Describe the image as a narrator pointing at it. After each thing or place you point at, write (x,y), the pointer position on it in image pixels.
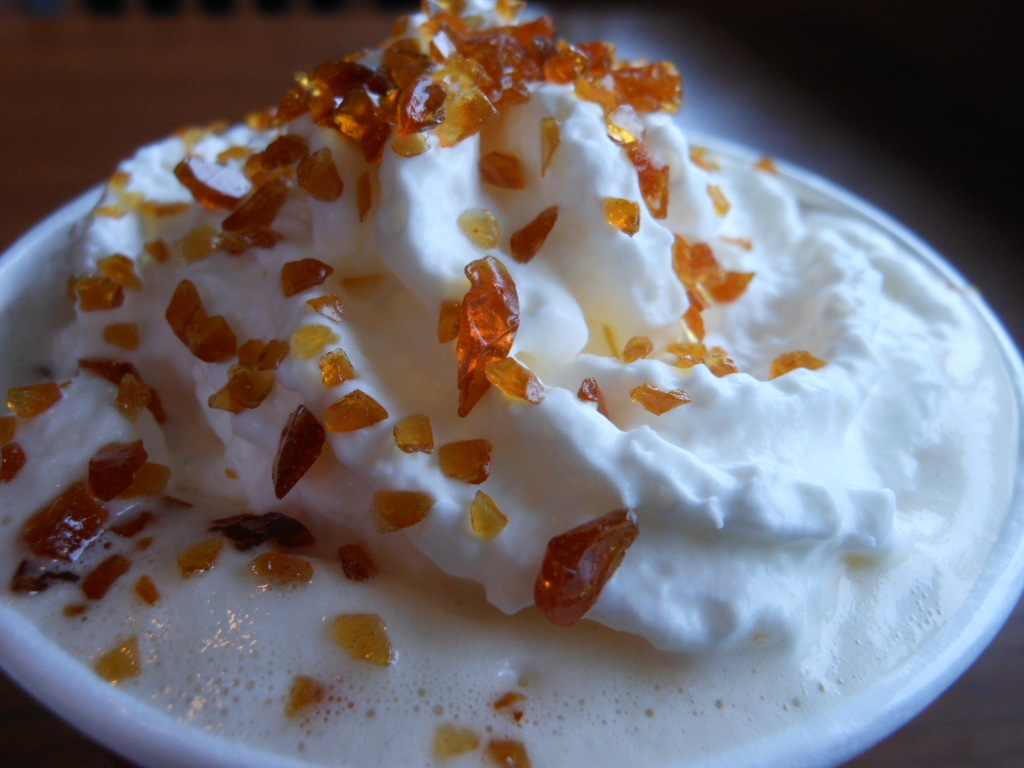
In this picture I can see the ice cream (396,474) in a cup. In the back (966,90) I can see the blur image.
